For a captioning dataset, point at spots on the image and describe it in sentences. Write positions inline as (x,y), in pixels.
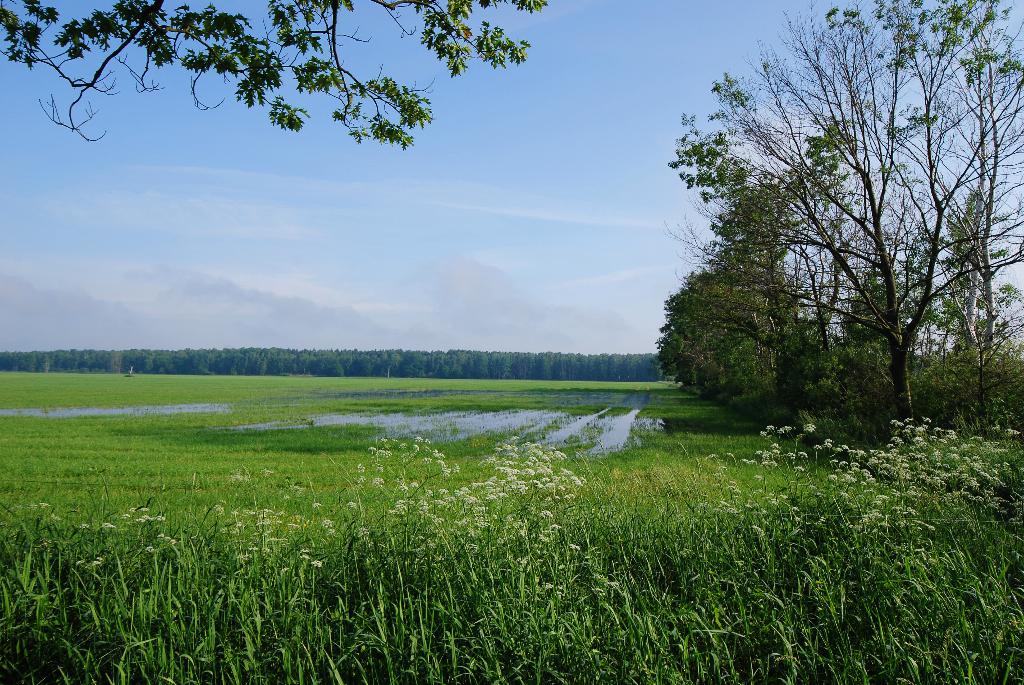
In this image there is a field (558,401), on the right side (743,322) and in the background (378,374) there are trees (413,371) and there is a sky (234,244).
